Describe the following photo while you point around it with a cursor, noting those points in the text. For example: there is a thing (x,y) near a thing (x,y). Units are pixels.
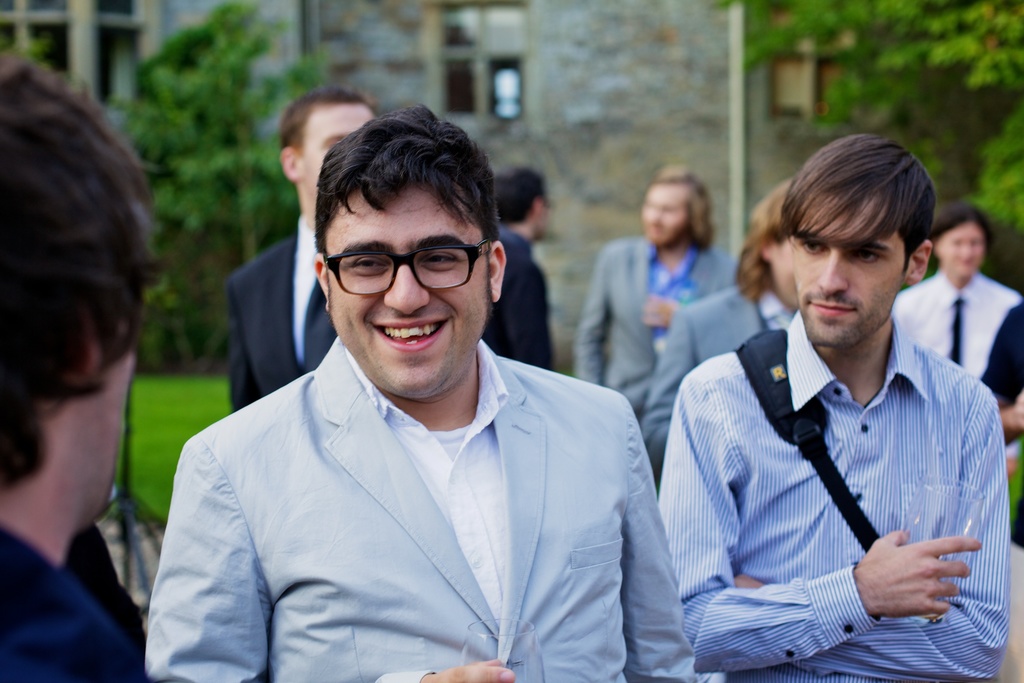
In this image we can see two persons (634,456) holding glasses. On the left side of the image (118,375) it looks like a person (71,355). In the background of the image (787,127) there are some persons (780,212), buildings (646,53), grass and trees (995,72).
